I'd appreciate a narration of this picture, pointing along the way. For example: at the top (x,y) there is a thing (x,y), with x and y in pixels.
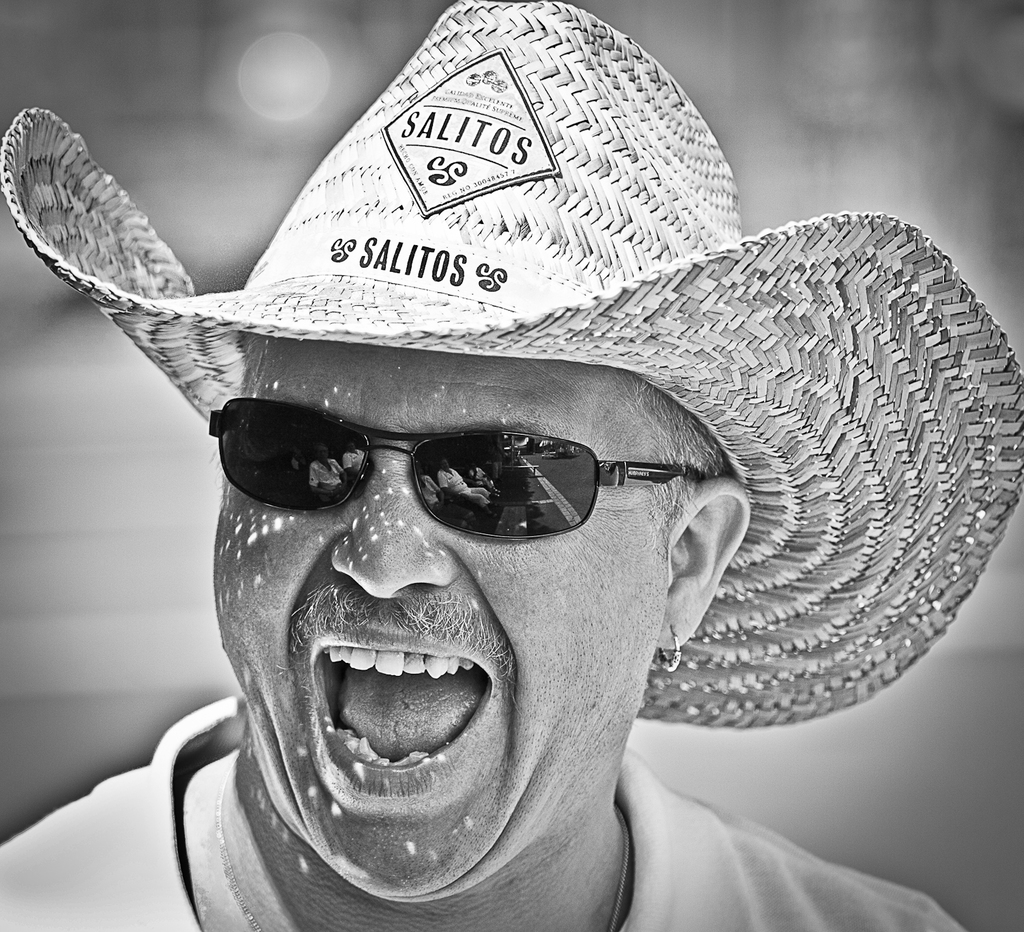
In the foreground of the picture (308,537) we can see a person (529,845) wearing hat (478,231) and spectacles (542,467), he is smiling. The background (33,712) is blurred.
